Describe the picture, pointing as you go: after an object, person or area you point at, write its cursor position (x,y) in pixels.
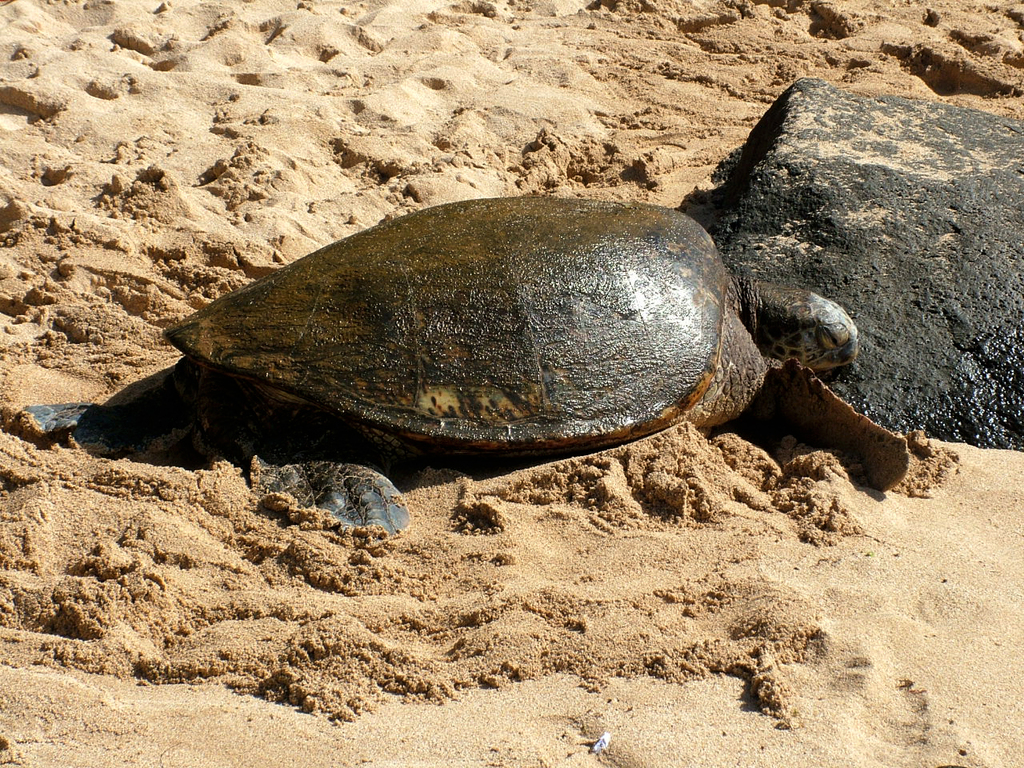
In this picture we can see a turtle (515,382), at the bottom (642,541) there is sand (532,562), we can see a rock (898,268) on the right side (919,259).
